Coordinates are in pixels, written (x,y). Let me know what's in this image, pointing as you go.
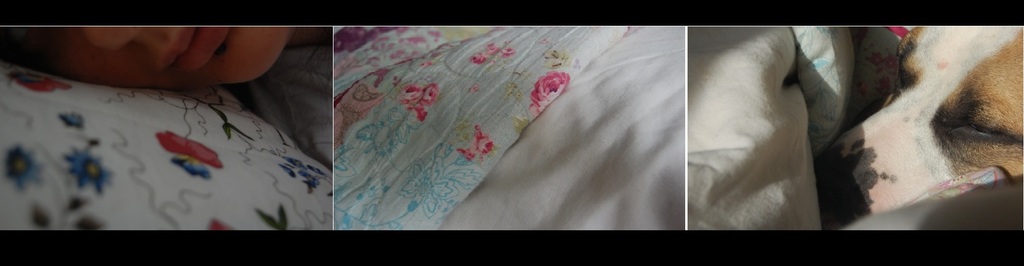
This image is a collage. In the first image we can see a person (113,71) sleeping on the pillow (193,137). In the second image there is a blanket (487,161) and a cloth (565,156). In the third image there is a dog (881,164) and clothes (795,173).
